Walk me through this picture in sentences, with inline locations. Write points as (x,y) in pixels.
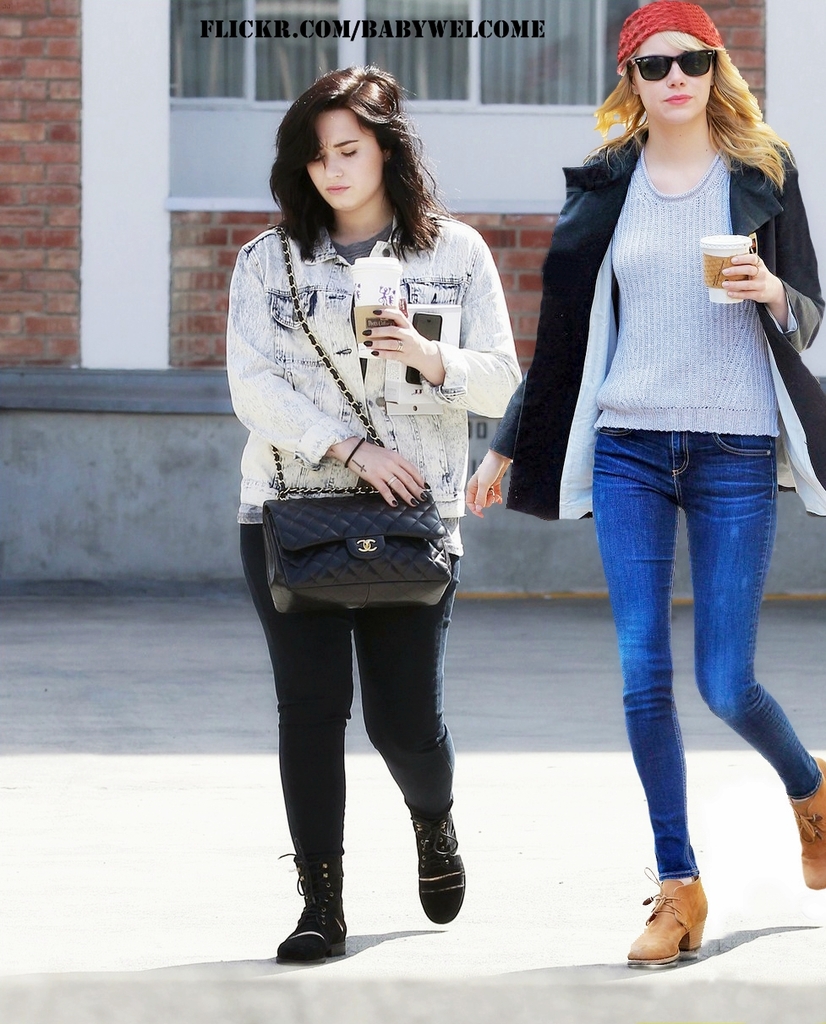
there are two women (465,440) in this image. the right most woman (613,372) is wearing blue jeans (721,438) and holding a cup (721,261) in her hand (731,285). she is wearing a black jacket (607,237) and goggles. the woman (444,298) left to her is holding a cup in her hand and wearing a sling bag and black jeans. behind these women (455,274) there is a building (462,199) which consists of brick wall (47,159) and a glass window (462,74).
